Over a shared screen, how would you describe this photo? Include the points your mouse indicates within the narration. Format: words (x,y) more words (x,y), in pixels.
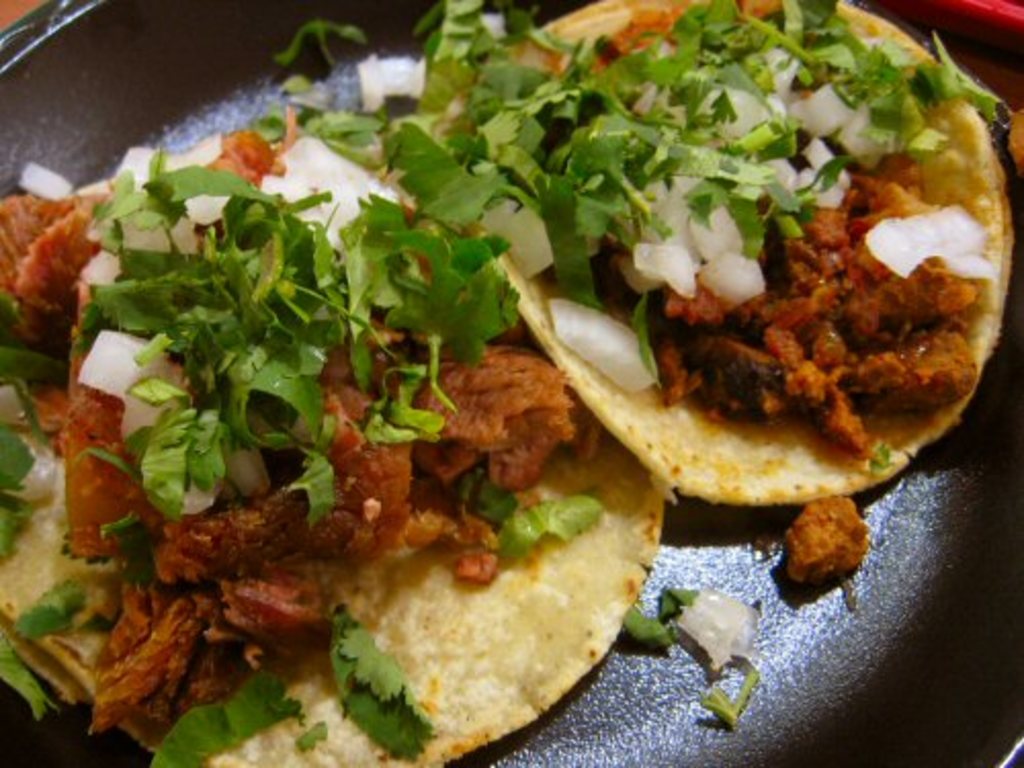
Here we can see two same food items (548,387) on a platform (671,711).
